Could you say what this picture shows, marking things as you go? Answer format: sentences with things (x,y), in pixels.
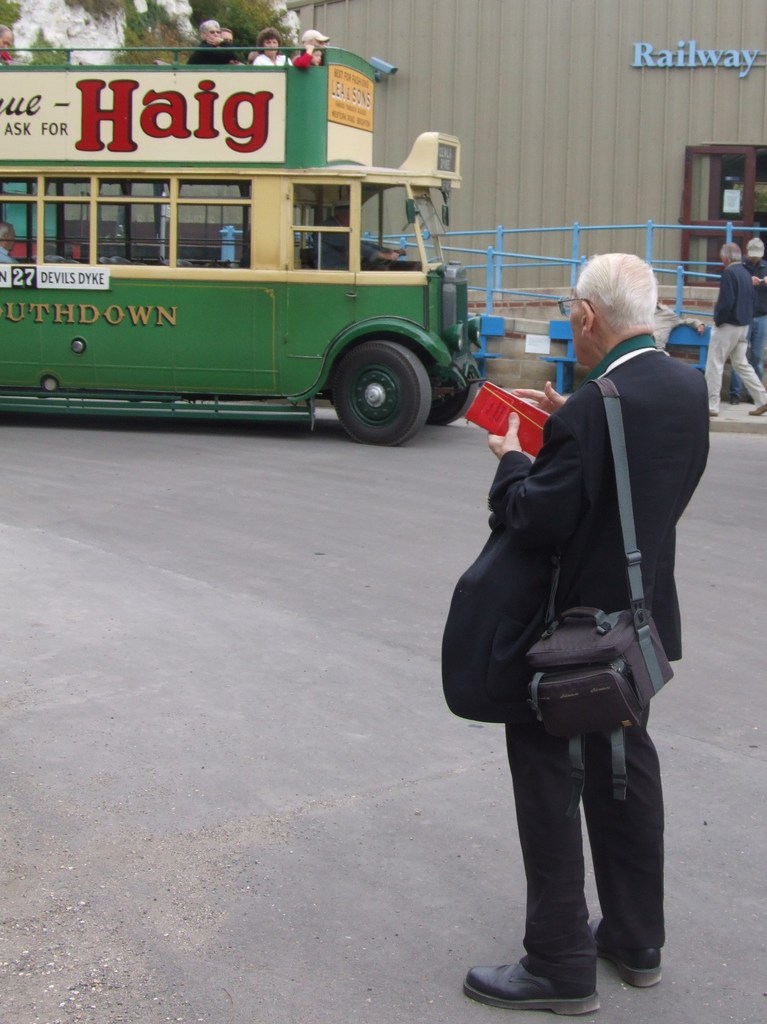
This is an outside view. On the right side (539,580) there is a man (566,432) wearing a bag (601,670), holding a red color object (532,448) in the hands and standing on the road (457,956) facing towards the back side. In the background (100,331) there is a bus (188,398) on the road (217,422) and I can see few people (748,373) are walking on the footpath (739,408). In the background (661,107) there is a building (553,115).
